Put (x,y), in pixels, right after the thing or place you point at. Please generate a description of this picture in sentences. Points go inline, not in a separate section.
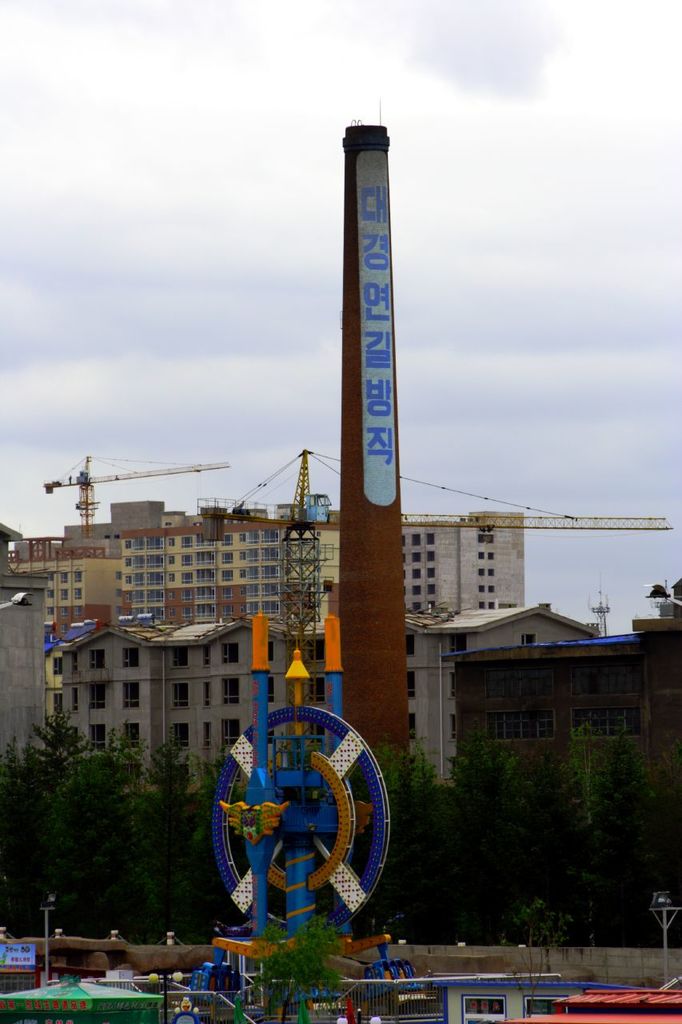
In the picture we can see giant wheel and near to it, we can see some shops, trees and a wall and in the background (530,697), we can see some pillar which is brown in color and behind it we can see some buildings (81,694) with a window (534,678) and a sky (249,495) with clouds (280,327).
